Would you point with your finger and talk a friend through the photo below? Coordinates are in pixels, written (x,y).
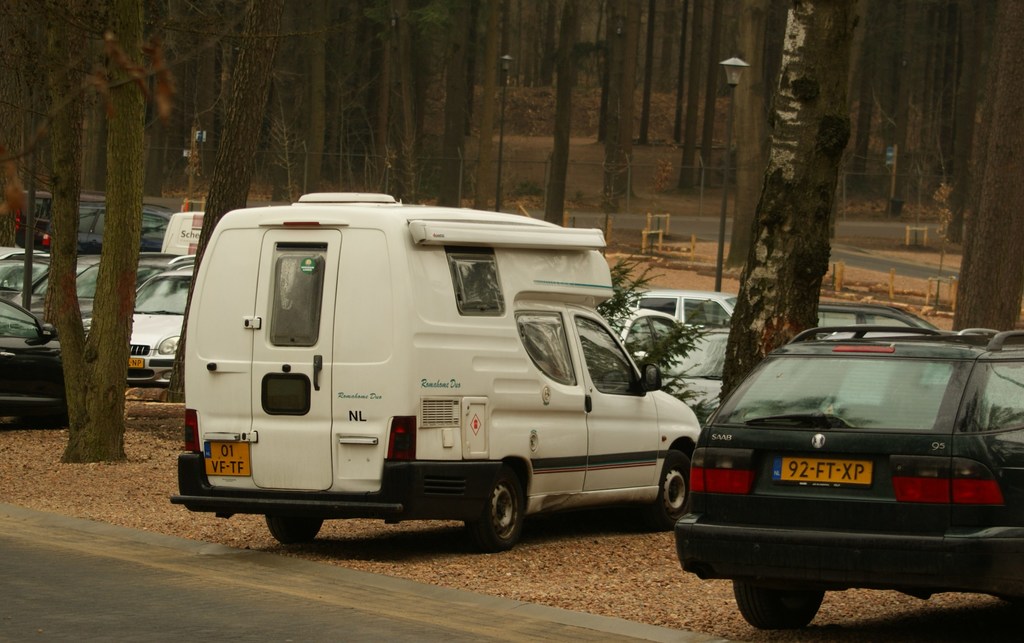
In this image there are a few vehicles (590,315) and some wooden structures (646,238), street lights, road (188,585) and trees (641,111).
